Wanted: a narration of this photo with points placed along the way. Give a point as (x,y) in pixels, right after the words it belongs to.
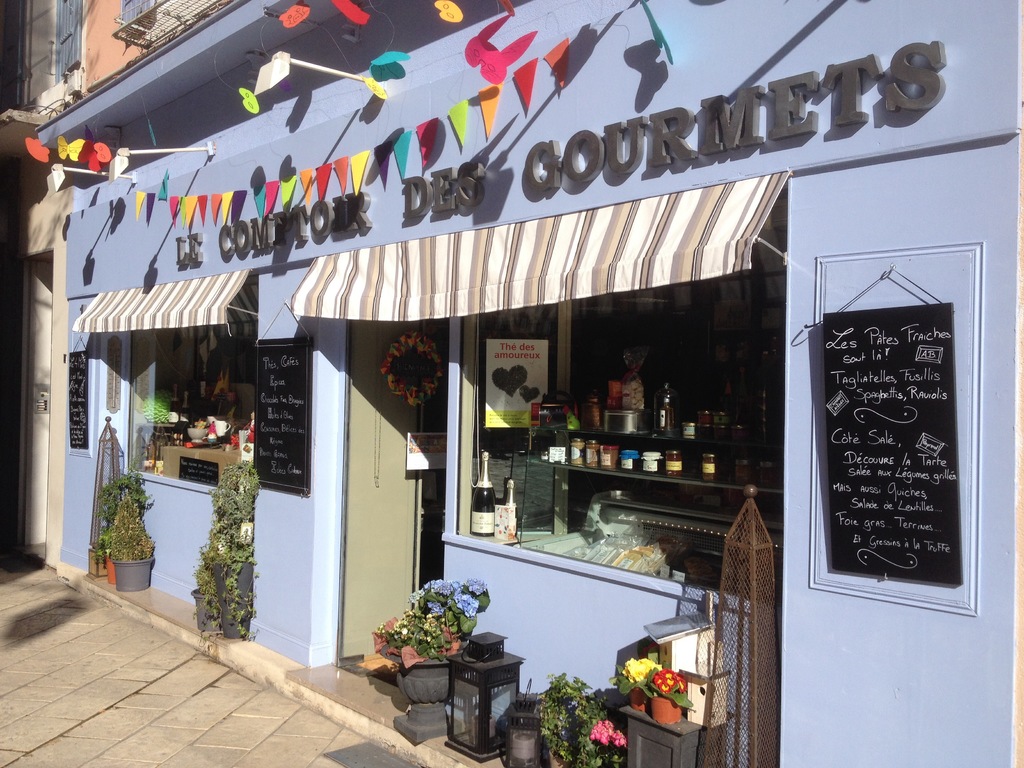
In this image we can see a building (461,455), there is a wine bottle (492,515), there are bottles (607,459) and some objects (557,424) on it, there is a door (445,390), there is a black board (262,404) and something written on it, there are flower pots (200,592), there is a name board (550,151), there are lights (276,78), there are flags (458,122).
